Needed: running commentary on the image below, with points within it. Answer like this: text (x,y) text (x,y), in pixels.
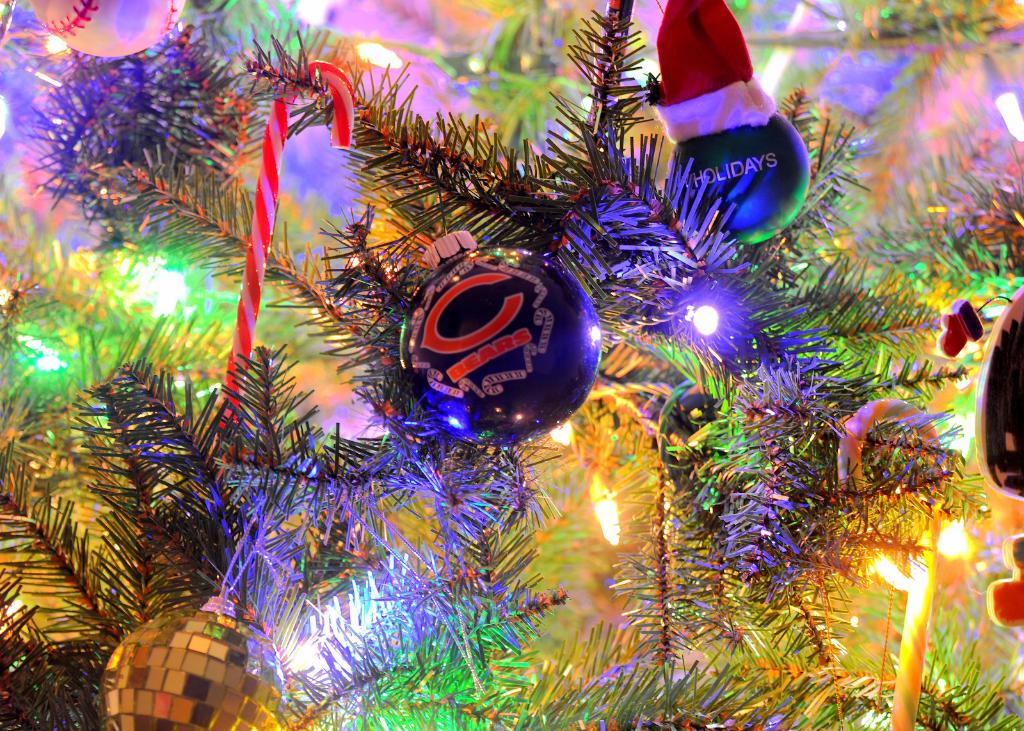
This is the picture of a Christmas tree (574,482). In this image there is a Christmas tree (393,539), on the tree (522,520) there are lights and balls (229,644) and objects (993,608) on the tree (595,256).
